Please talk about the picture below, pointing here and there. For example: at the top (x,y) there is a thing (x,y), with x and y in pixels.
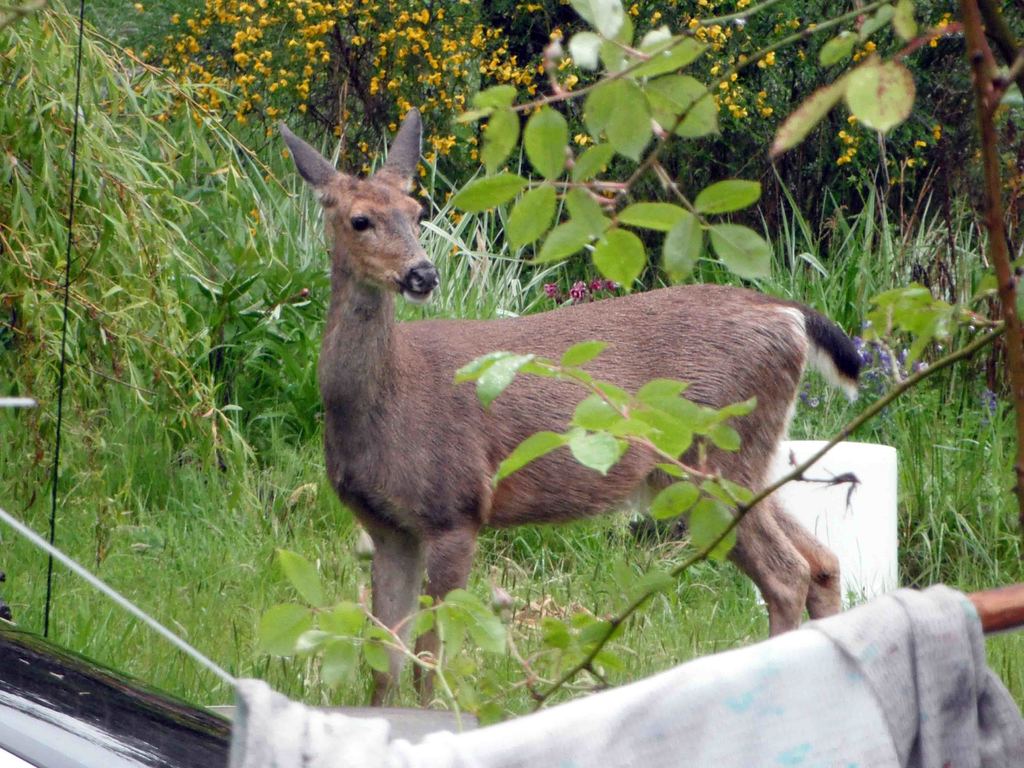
In this image I can see fence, grass (170,528), plants (496,626), trees (816,210) and a deer (457,355) on grass (588,536). This image is taken may be during a day.
